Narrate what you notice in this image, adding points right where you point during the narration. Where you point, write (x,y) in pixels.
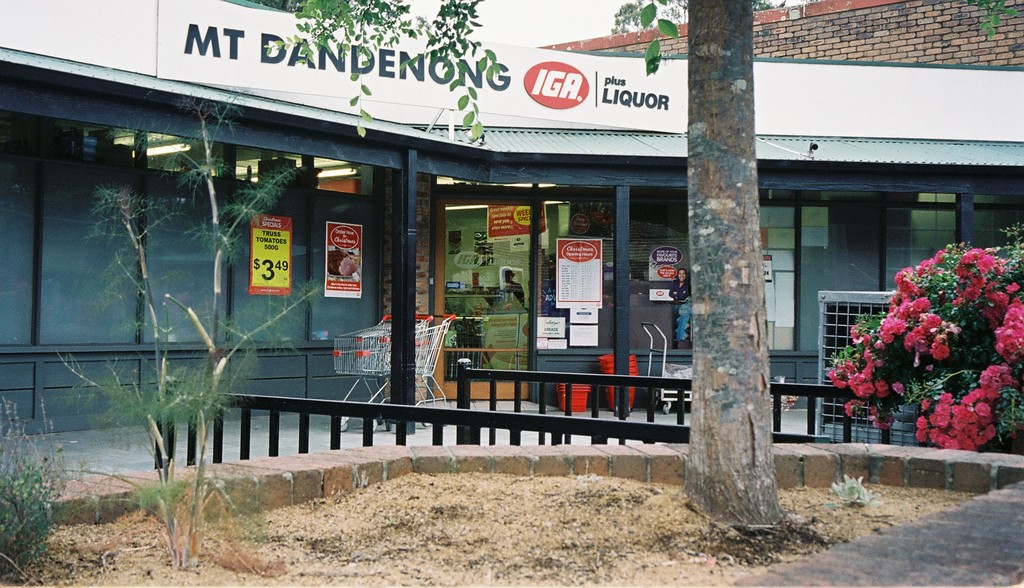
This is an outside view. In the foreground (733,335), I can see a tree trunk (737,340). On the left side (36,495) there are some plants (23,502). On the right side (1016,336), I can see a plant (977,345) along with the flowers (961,413) which are in pink color. In the background (887,281) I can see a building (454,244). There are many posters (557,259) are attached to the glasses (454,282). In front of this building (496,301) there are some baskets (579,397) and wheel baskets (423,360). At the top (452,65), I can see a board (544,120) on which I can see some text (576,74).
